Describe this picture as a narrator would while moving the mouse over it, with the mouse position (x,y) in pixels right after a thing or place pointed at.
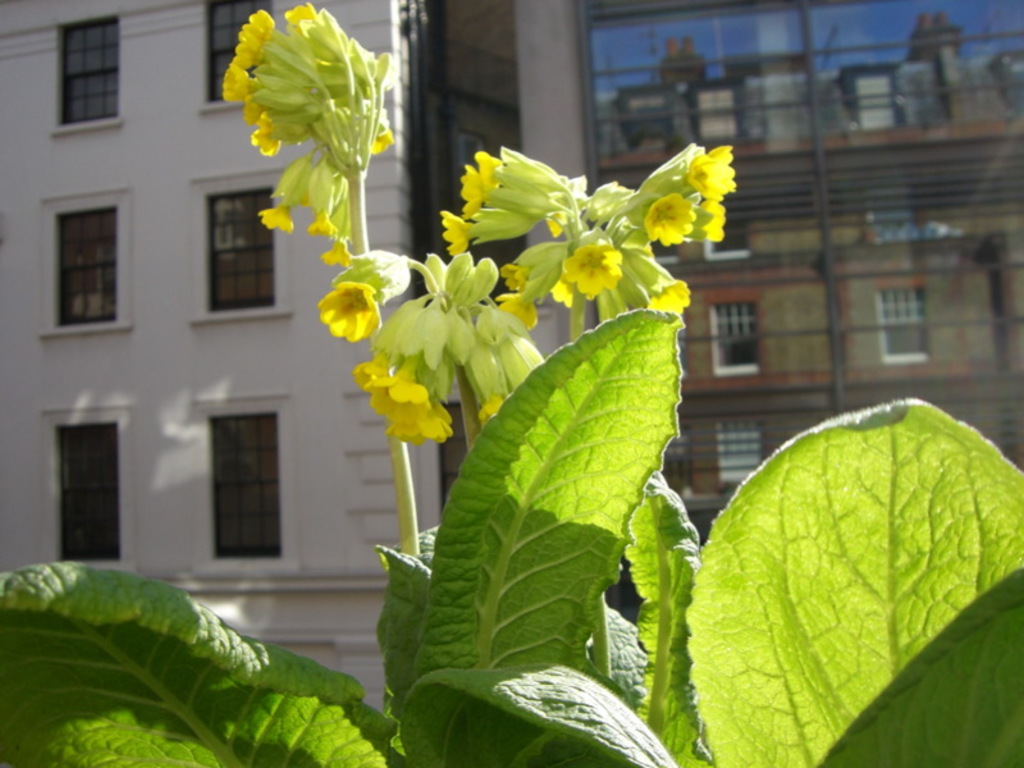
In this image we can see a plant (499,343) with flowers (487,285). In the background (666,126), we can see the buildings (585,159) with windows (258,216).
